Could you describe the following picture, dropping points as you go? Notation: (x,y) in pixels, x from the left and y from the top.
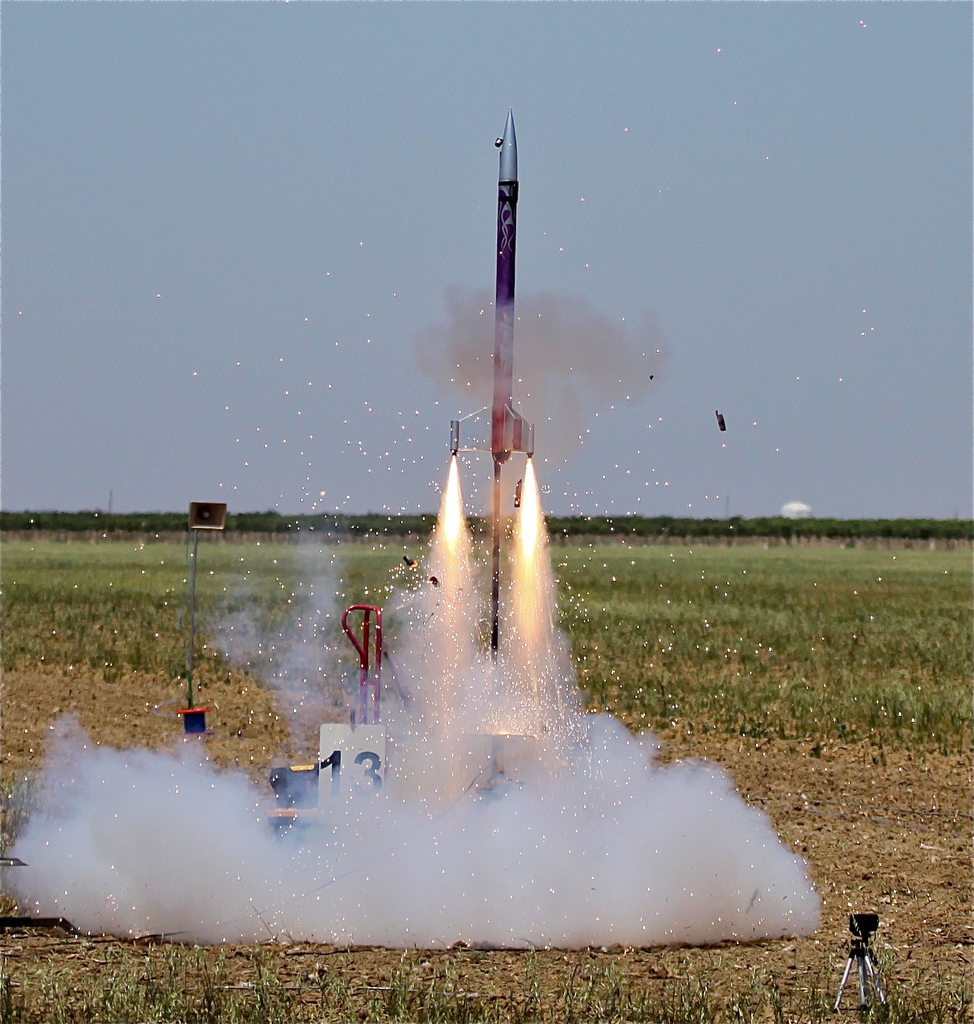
Here in this picture we can see a rocket (508,298) launched in the air (483,500) and behind that we can see smoke (429,677) and fire (457,569) present and we can see the ground (940,789) is partly covered with grass (92,615) and we can also see a camera (861,928) in the right bottom side (873,928) and in the far we can see trees (883,537) covered, that are in blurry manner and we can see the sky (633,511) is hazy and we can also see a white structure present in the far.
